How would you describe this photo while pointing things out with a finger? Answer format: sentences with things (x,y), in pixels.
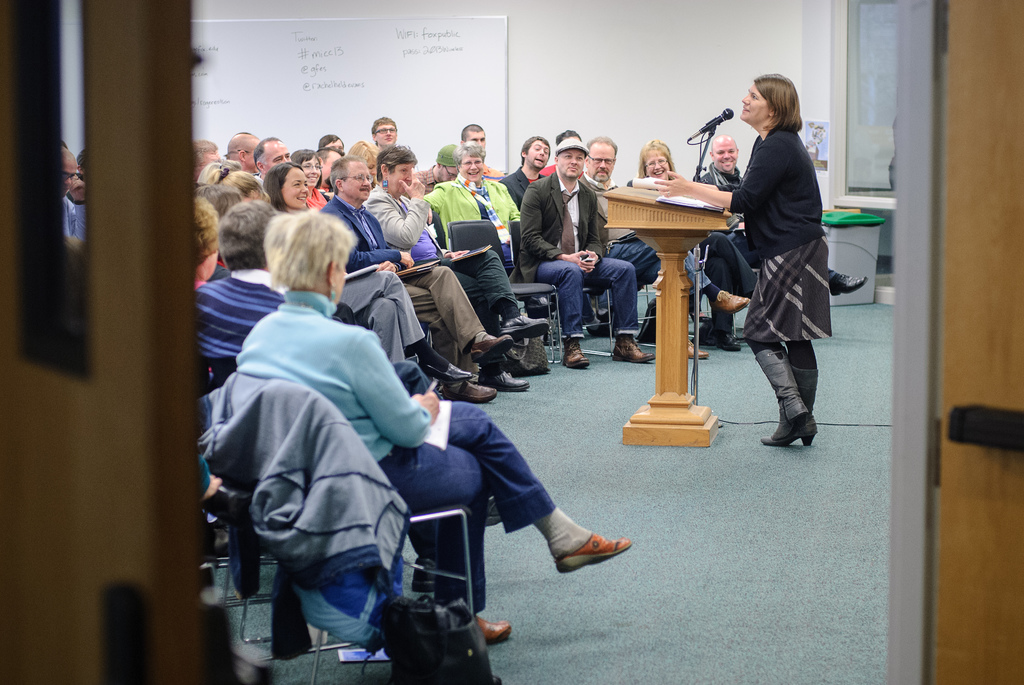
In the image we can see there are many people (351,222) sitting and one is standing, they are wearing clothes (367,295) and shoes (471,400). We can even see there are many chairs (462,248) and the floor (688,582). Here we can see the podium (658,218), microphone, cable wire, whiteboard (305,65) and text (334,51) on the board (265,49).
